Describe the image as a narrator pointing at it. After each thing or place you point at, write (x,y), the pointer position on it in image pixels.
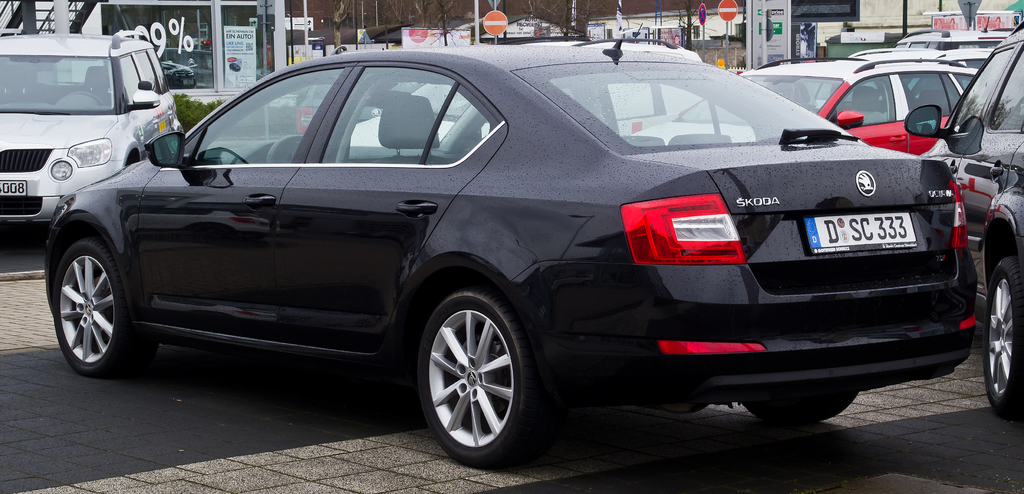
In this image we can see black color car (672,344) on the road (736,459). Background of the image (46,86) cars (782,74) and trees (349,9) are there. We can see sign board poles (721,8) also in the background (490,18).
